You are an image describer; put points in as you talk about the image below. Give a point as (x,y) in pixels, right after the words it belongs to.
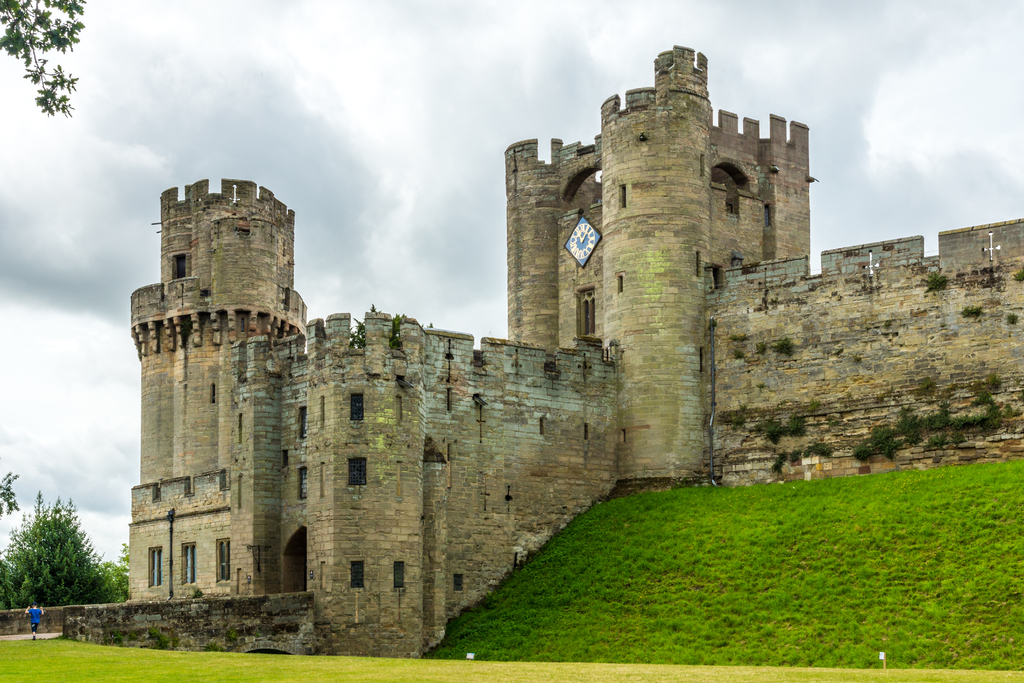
In this picture we can observe a fort (630,343) which is in cream color. There is a clock (569,241) on the wall (553,230). On the right side (800,597) we can observe some grass (721,565) on the ground (569,630). There is a person (38,612) walking on the left side (40,626). In the background (75,571) there are trees (67,566) and a sky (261,182) with clouds (437,88).
